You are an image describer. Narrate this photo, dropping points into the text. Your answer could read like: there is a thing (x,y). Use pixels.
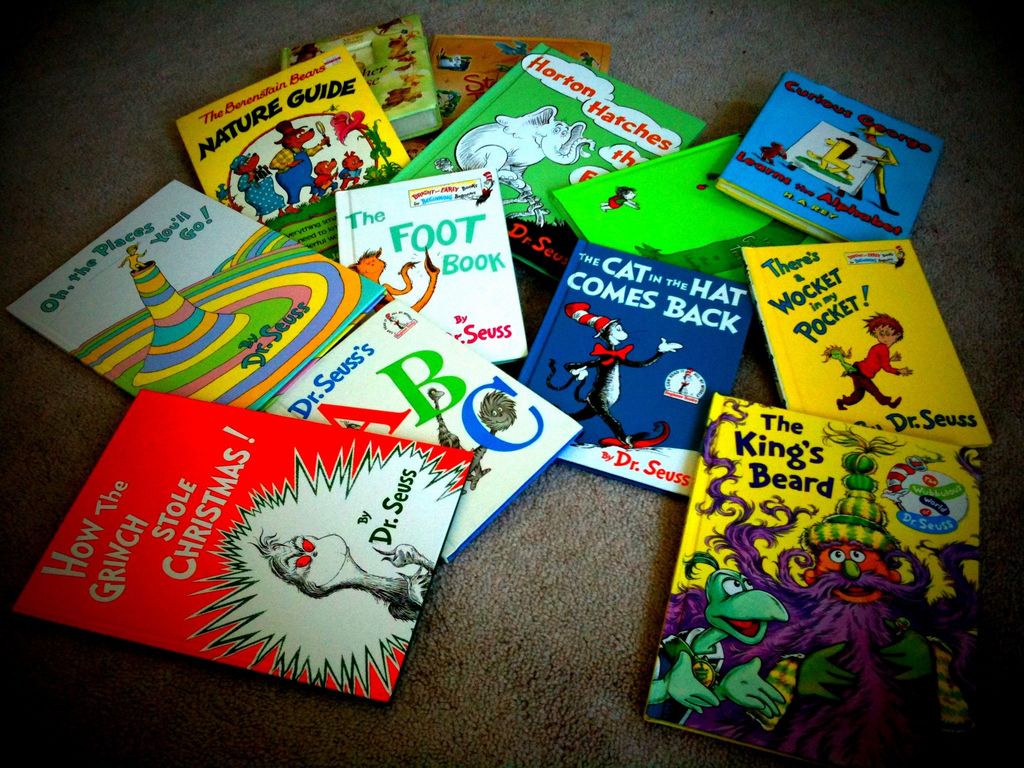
In this image we can see books (355,318) on a surface (433,728). On the books (191,371) we can see text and cartoon images (575,307).
